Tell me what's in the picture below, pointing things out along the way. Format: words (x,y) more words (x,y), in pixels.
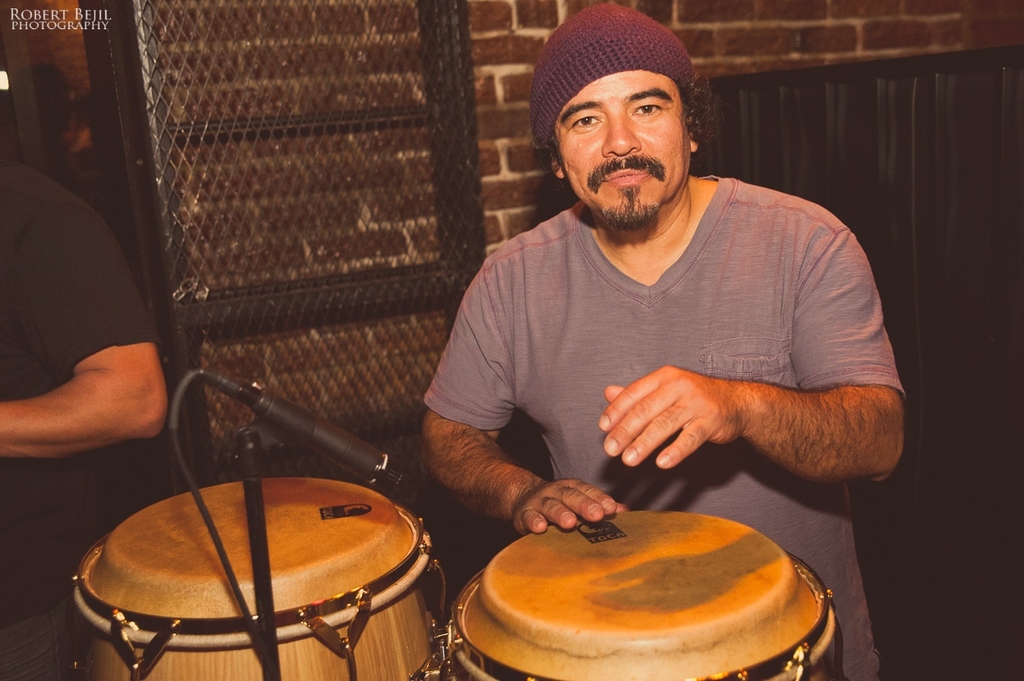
In this image we can see a person (531,362) playing musical instruments (494,597) and a microphone (273,420). In the background of the image (27,241) there is a person (8,318), wall (239,259), mesh (472,192) and other objects (907,217). On the image there is a watermark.
